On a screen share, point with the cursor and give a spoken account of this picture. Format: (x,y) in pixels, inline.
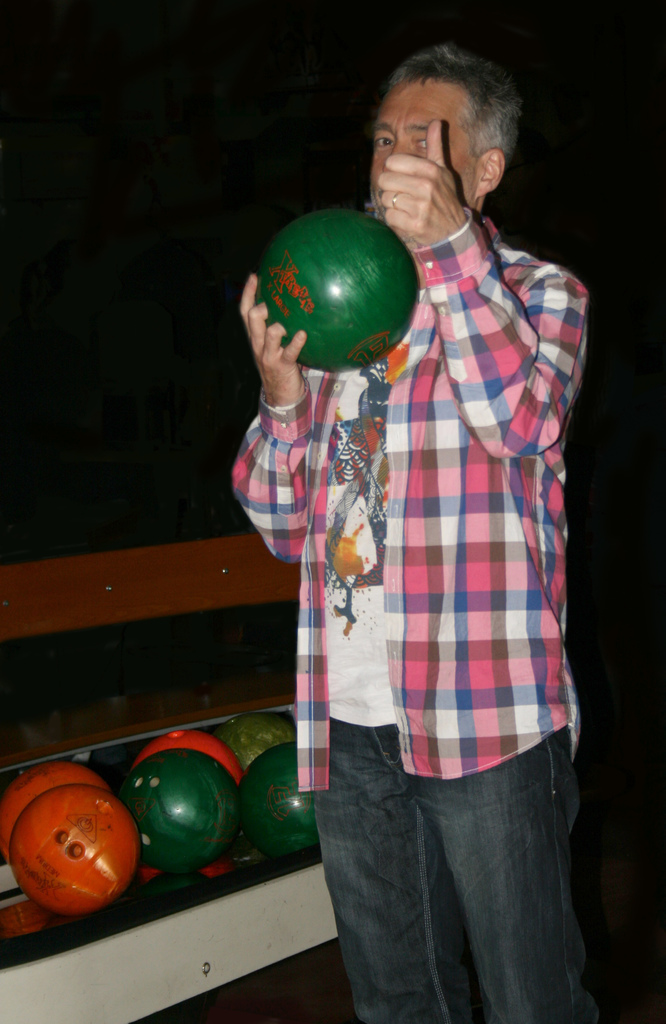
In this image we can see a man (400,432) standing holding a ball (333,292). We can also see a group of balls (249,751) which are placed on the surface (162,959).
